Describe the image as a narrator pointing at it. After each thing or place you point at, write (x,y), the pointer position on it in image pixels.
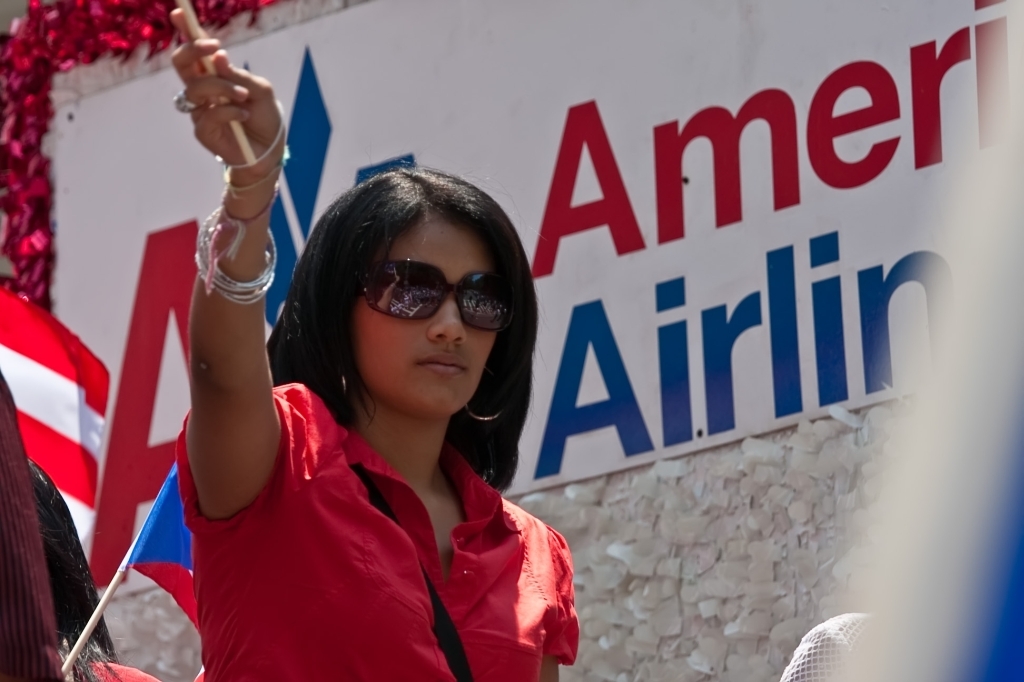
In this image we can see a woman (489,386) wearing glasses (483,327) holding a stick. On the backside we can see some people (136,681) and the flags (93,480). We can also see a board (170,250) with some text (665,394) and a ribbon (19,222) on a wall (687,483).
